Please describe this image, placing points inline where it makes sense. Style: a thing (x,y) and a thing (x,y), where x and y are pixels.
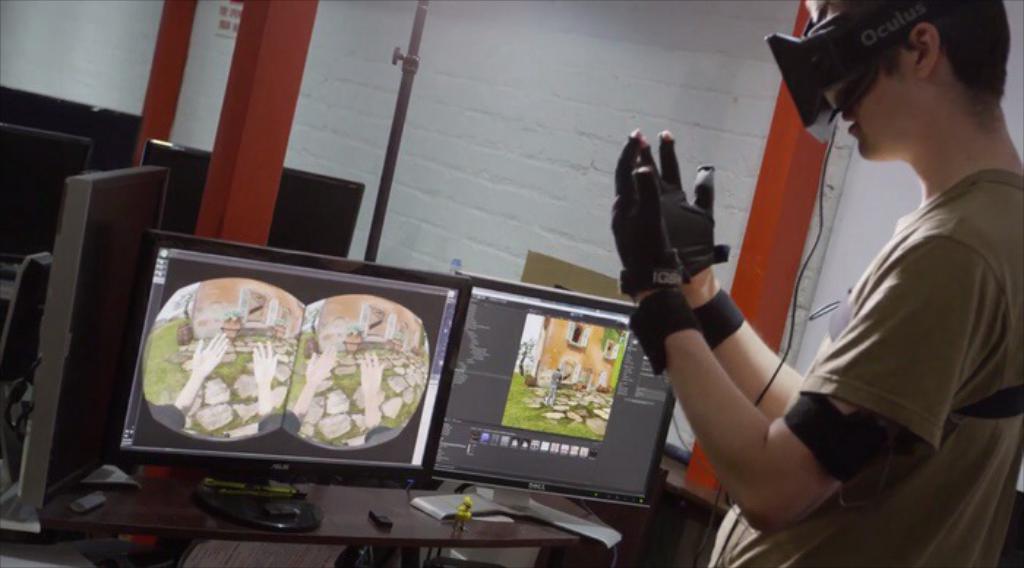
In this image we can see a person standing and wearing an object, in front of him there are some desktops (607,319) and other objects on the tables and in the background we can see poles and a wall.
